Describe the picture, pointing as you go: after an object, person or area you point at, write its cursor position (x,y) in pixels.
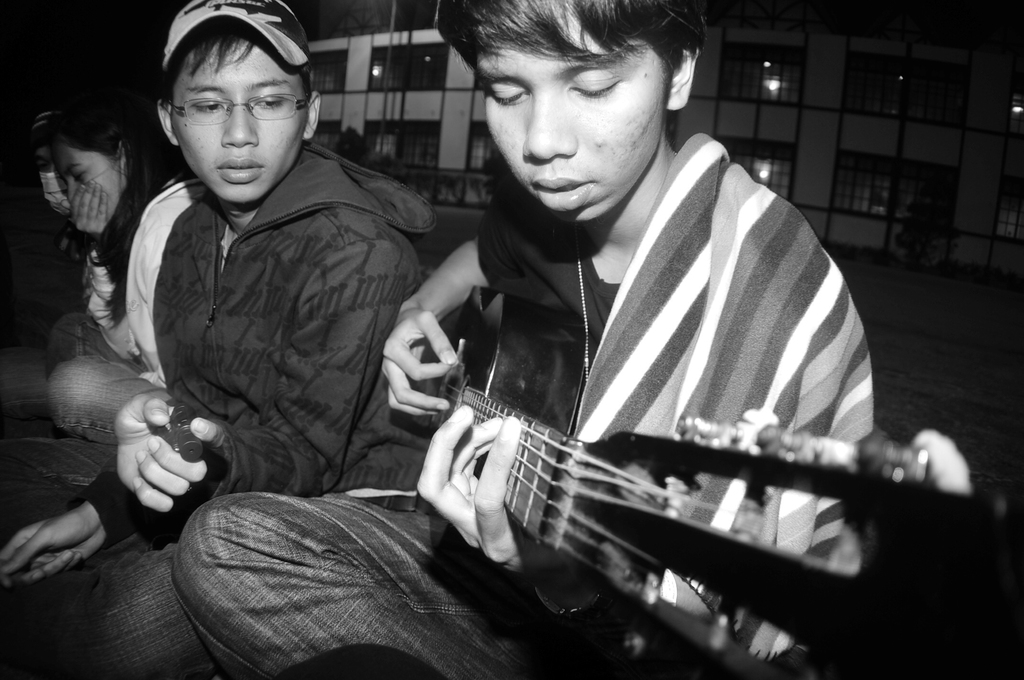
In this black and white picture we can see a man (587,414) sitting and playing a guitar (565,522). We can see other men (235,246) and a woman (115,274) sitting beside to this man (452,350). On the background (400,102) we can see a building (984,185).
